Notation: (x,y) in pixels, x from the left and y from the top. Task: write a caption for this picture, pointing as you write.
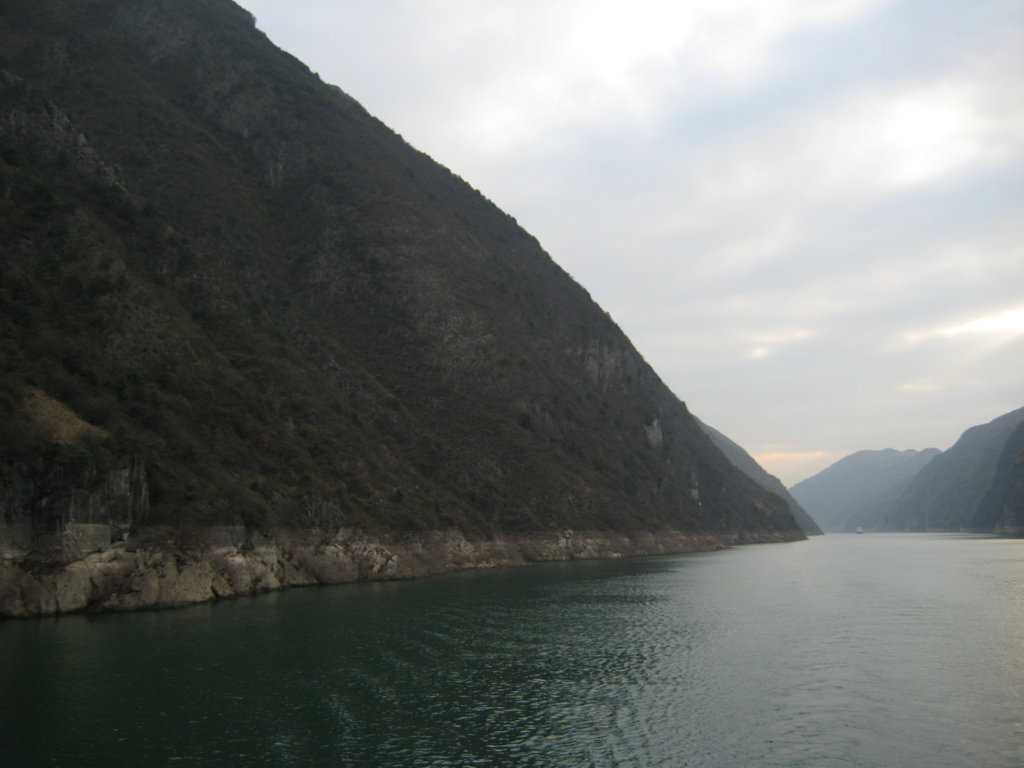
Here in this picture, in the front (366,685) we can see water (297,705) present all over the place and we can see mountains (408,367) that are covered with grass (263,494) and plants (427,416) and we can see the sky (677,250) is fully covered with clouds (591,69).
